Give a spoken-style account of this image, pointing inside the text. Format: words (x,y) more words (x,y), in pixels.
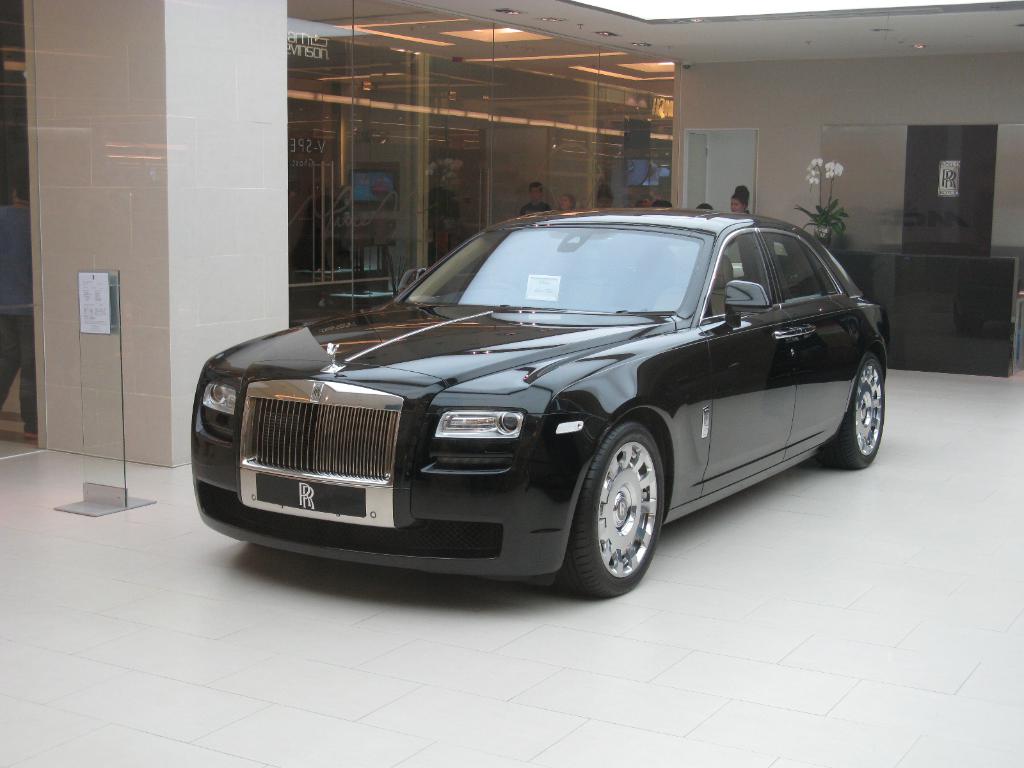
In this picture there is a black color car (490,417) in the room (957,219). Behind the car (753,216) I can see some persons (744,200) who are standing near to the glass partition (447,169) and door (746,177). On the right (999,297) I can see the table (953,266). On the left (79,291) I can see the poster (104,308) which is placed on this glass (111,389).
